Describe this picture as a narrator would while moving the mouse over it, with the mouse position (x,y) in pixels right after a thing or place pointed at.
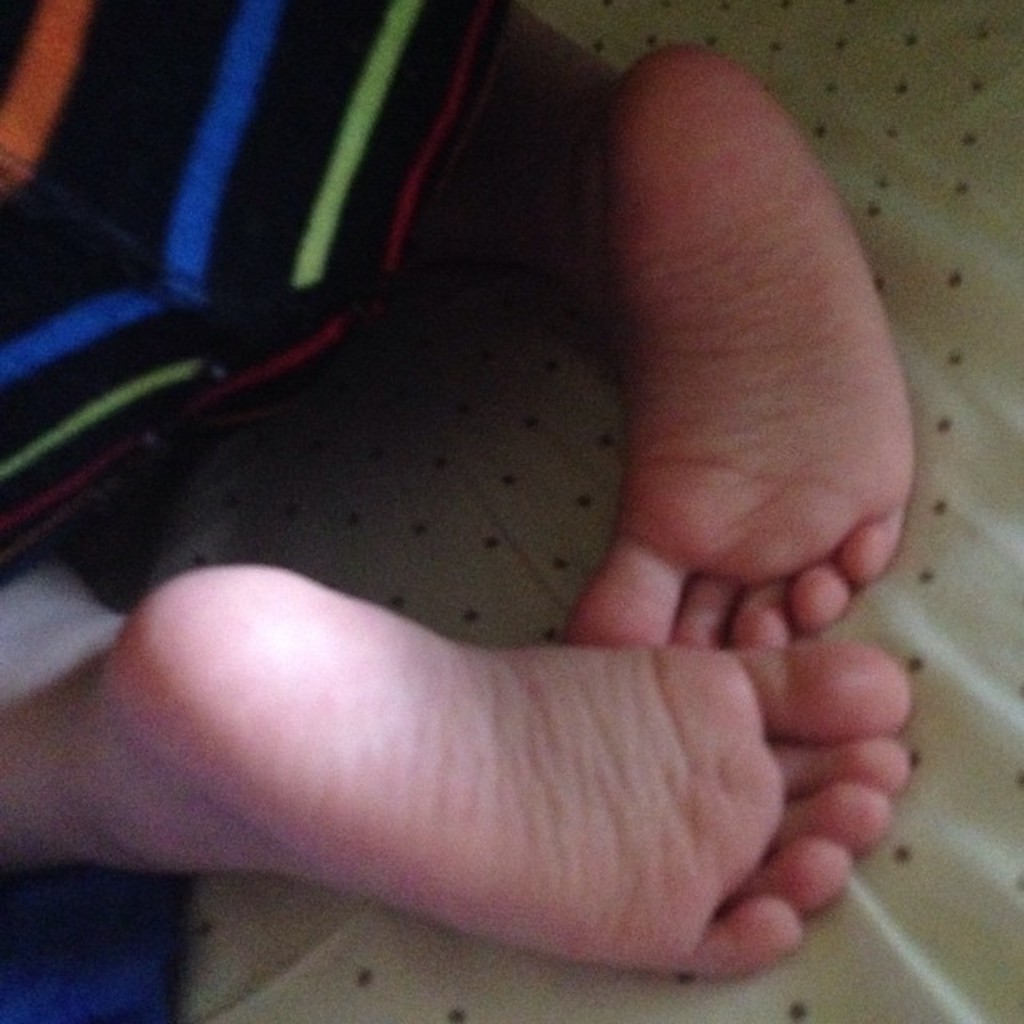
In this image we can see two legs (426,796) of a baby (64,310) laying on the cloth (926,161).
